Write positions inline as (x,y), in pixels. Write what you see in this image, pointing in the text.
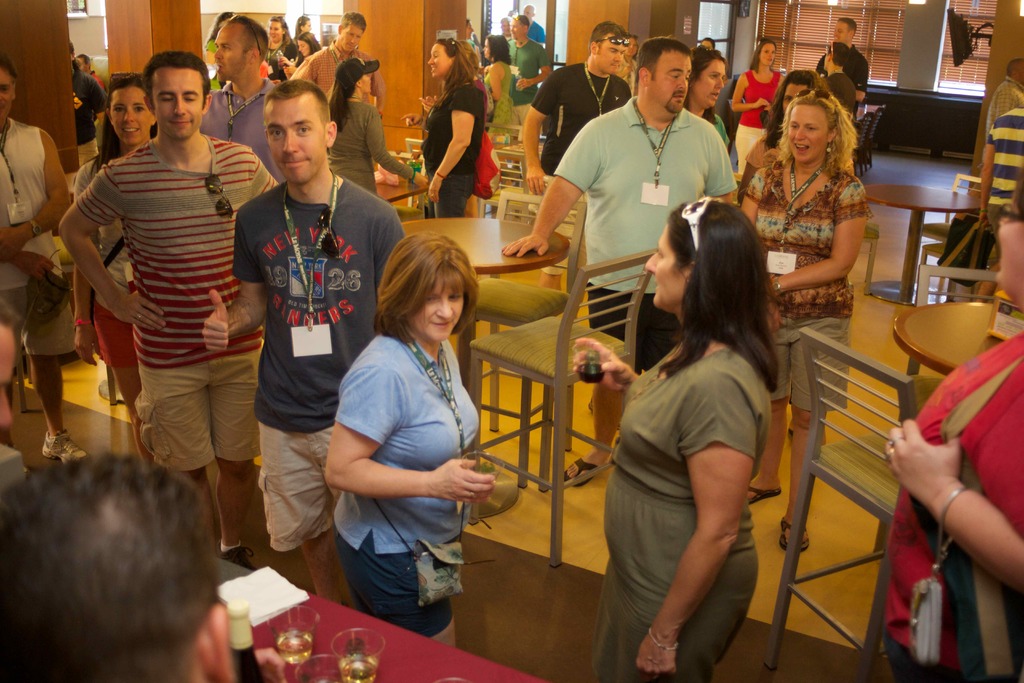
This picture describes about group of people (690,457), beside to them we can see few glasses (284,637), bottle (238,645) and other things (279,596) on the tables (416,643), and also we can see few chairs (539,330), monitor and spectacles (697,208).
